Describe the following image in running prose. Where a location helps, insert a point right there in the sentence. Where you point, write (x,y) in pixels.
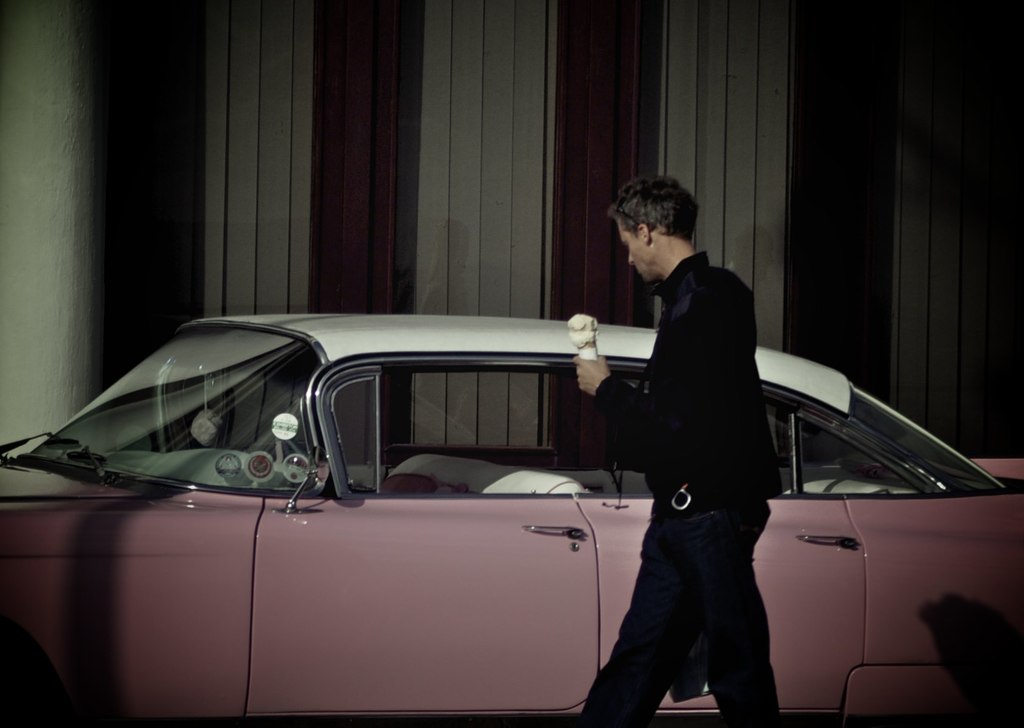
In this image we can see a motor vehicle (420,636) and a man (728,628) standing beside it holding an object (576,335) in his hand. In the background (379,192) we can see pillar (82,161) and a wall (227,139).
